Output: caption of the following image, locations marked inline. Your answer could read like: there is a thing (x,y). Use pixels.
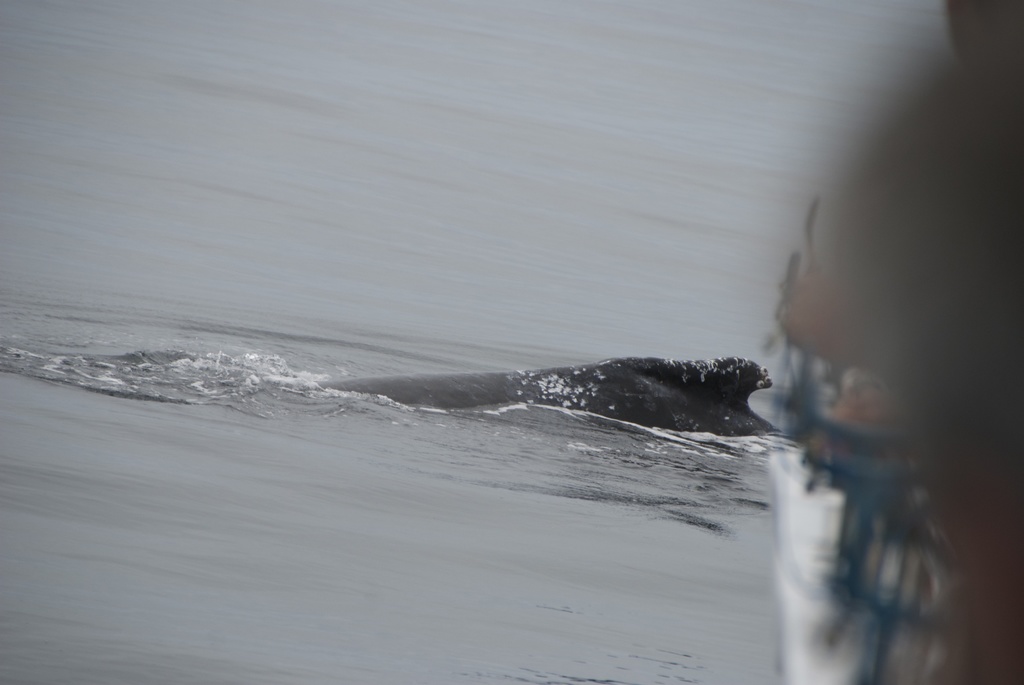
In this image, we can see a whale (552,397) in the water (548,447).
